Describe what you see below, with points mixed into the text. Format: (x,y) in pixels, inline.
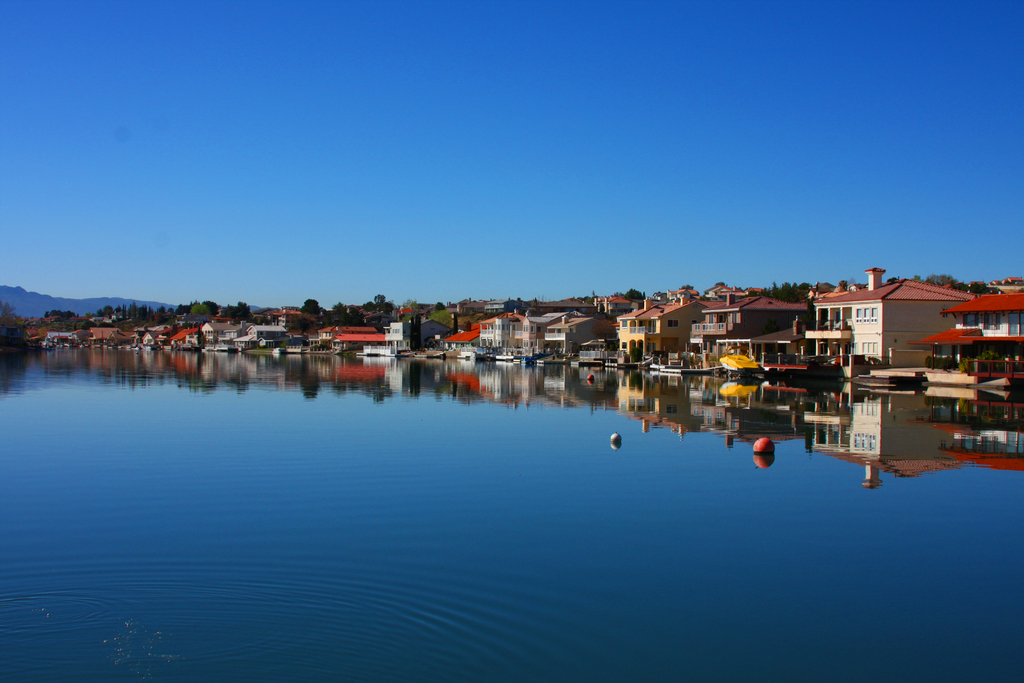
At the bottom of the image (562,527) we can see a river (650,546). In the background (95,337) there are buildings (506,329), trees (793,297), hill (134,301) and sky (442,175).
